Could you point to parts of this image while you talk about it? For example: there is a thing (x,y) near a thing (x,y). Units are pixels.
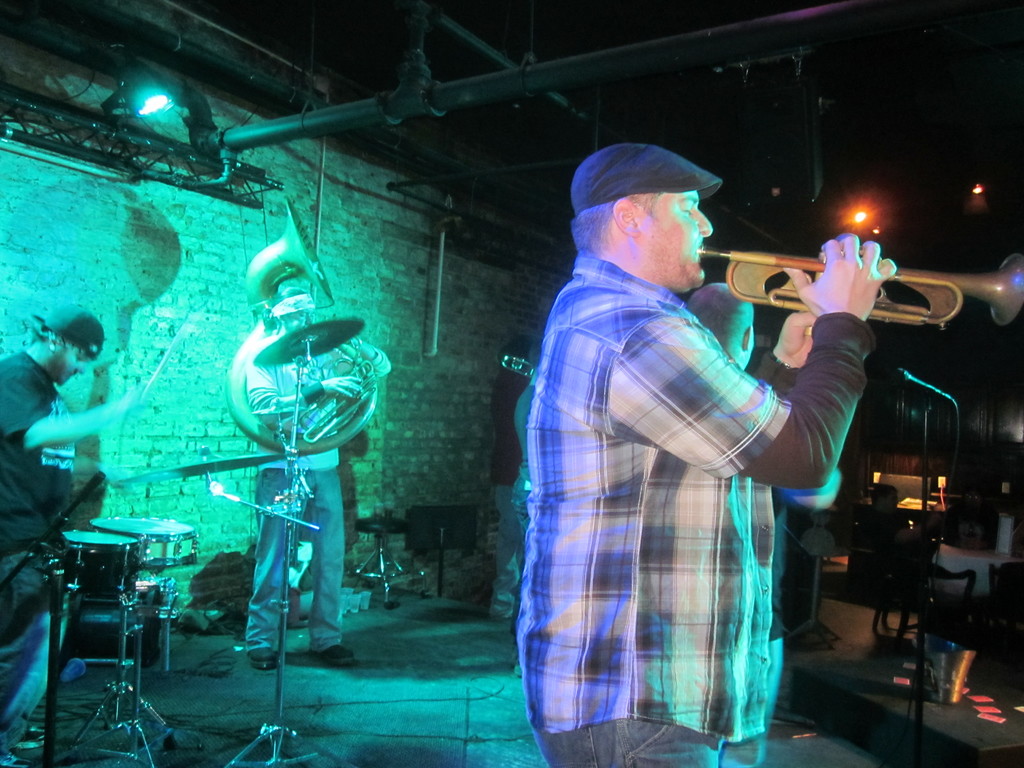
There are several persons (519,431) on a stage (509,626). They are playing a musical instruments (328,340).
